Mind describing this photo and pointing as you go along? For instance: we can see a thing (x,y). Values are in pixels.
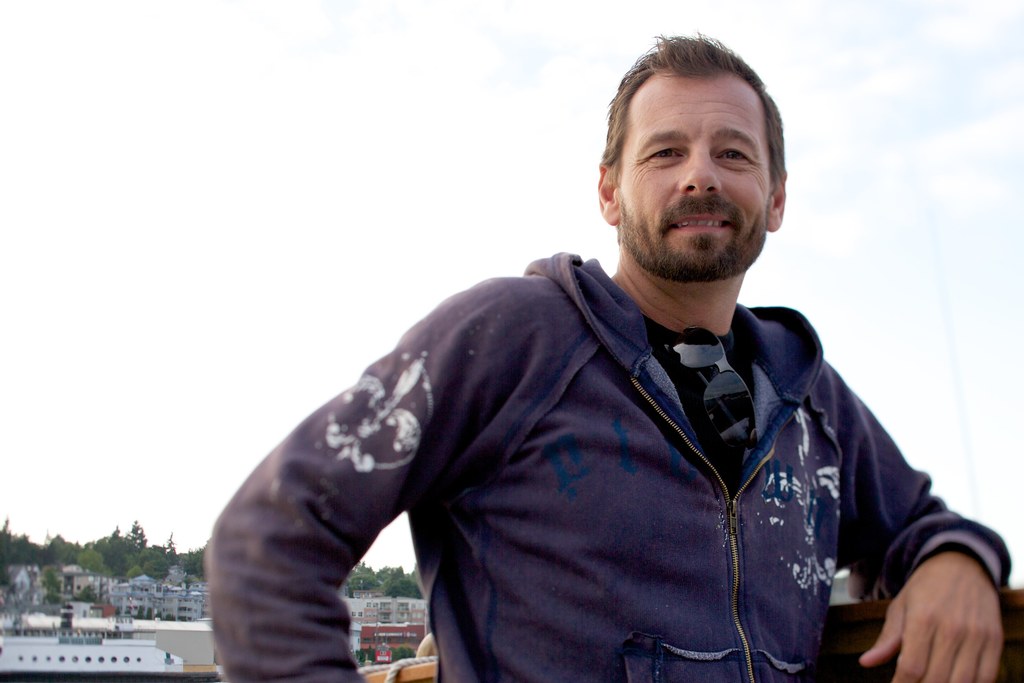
In the middle of the image (428,436) a man (487,647) is standing and smiling. Behind him there are some buildings (36,567) and trees (47,555). At the top of the image (979,111) there is sky (395,312).
